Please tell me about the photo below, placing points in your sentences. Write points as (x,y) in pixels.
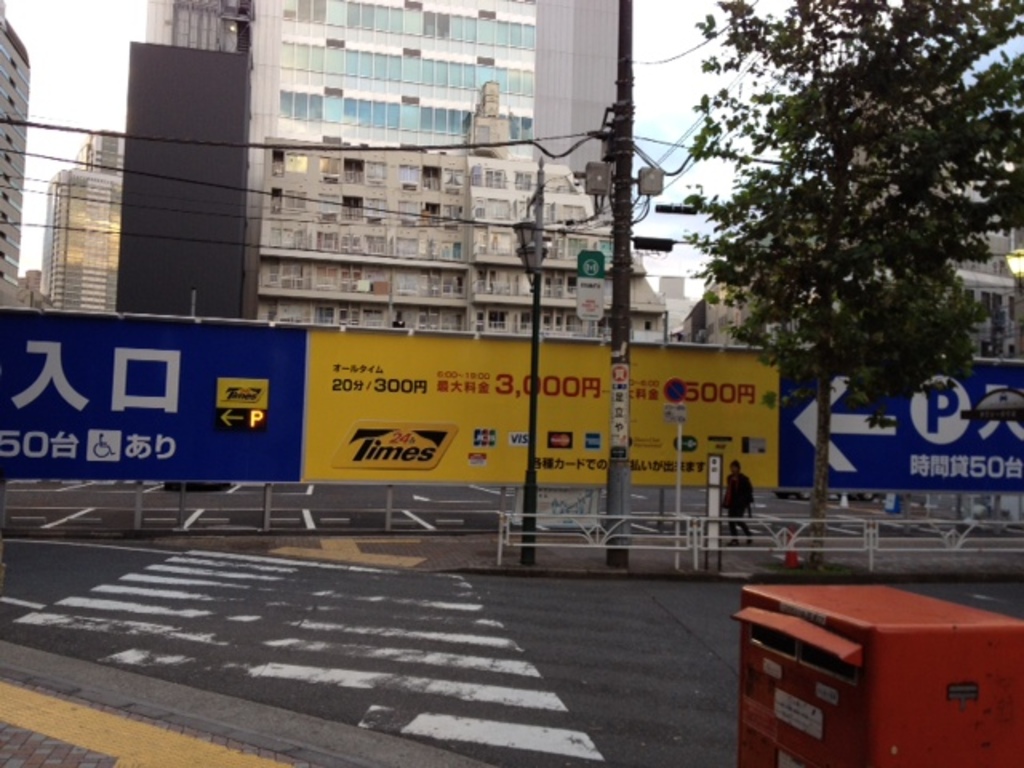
This picture is clicked outside. In the foreground (533,682) there is a zebra crossing (301,593), metal rods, red color box (813,654), a person (742,522) walking on the ground (755,556) and we can see the cables (467,144), poles (621,149), banners (522,380) and we can see the text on the banners (596,440). In the background (530,187) there is a sky (673,91), tree (888,120) and buildings (546,174).
